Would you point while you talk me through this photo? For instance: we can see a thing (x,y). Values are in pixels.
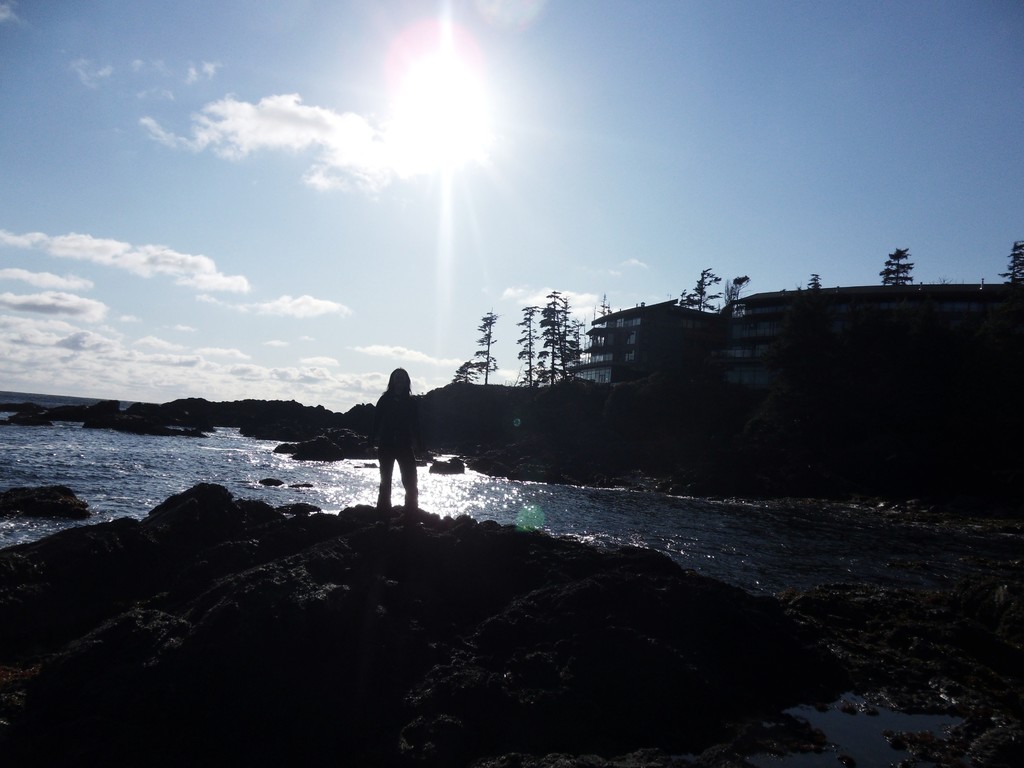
In the image we can see a person (386,448) standing. There is a building (748,356), there are many trees (827,353), water (724,526), stones (256,588), cloudy pale blue sky (153,279) and the sun (407,122).
